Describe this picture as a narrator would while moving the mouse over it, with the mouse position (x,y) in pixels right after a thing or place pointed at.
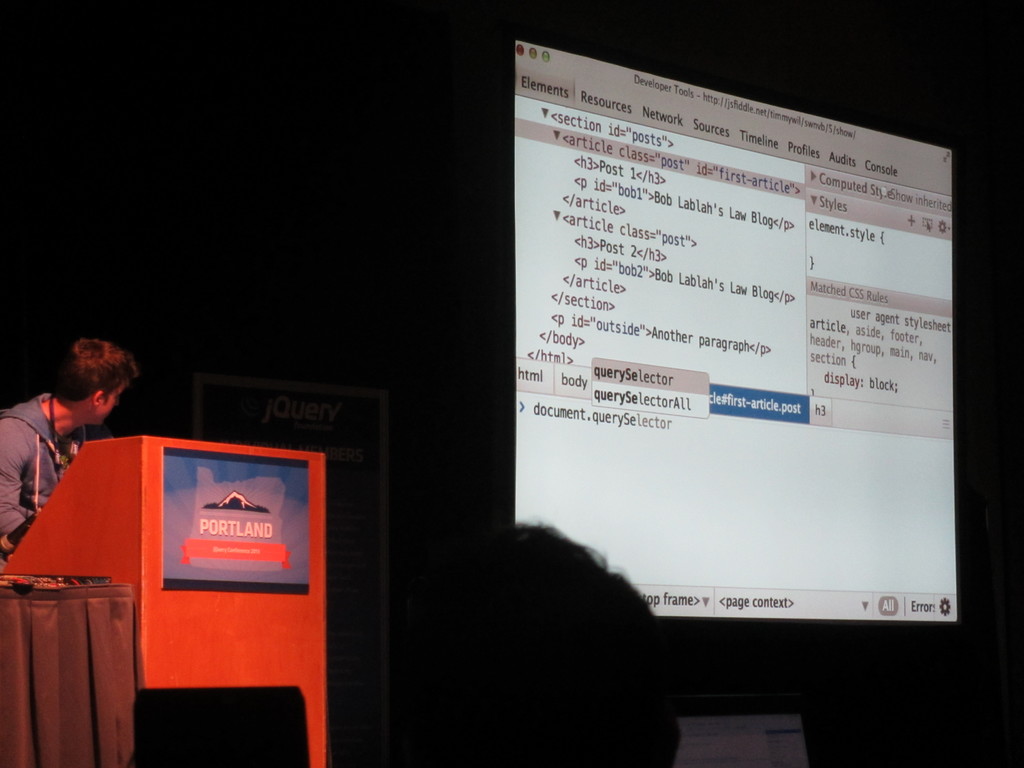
This is an image clicked in the dark. On the left side (19,490), I can see a person (40,449) standing in front of the podium (109,472) and looking at the screen (766,356) which is on the right side (794,251). Beside the podium (142,655) I can see a table (36,652) which is covered with a cloth (48,698). At the bottom (532,721) I can see a person's head (561,663) in the dark.
